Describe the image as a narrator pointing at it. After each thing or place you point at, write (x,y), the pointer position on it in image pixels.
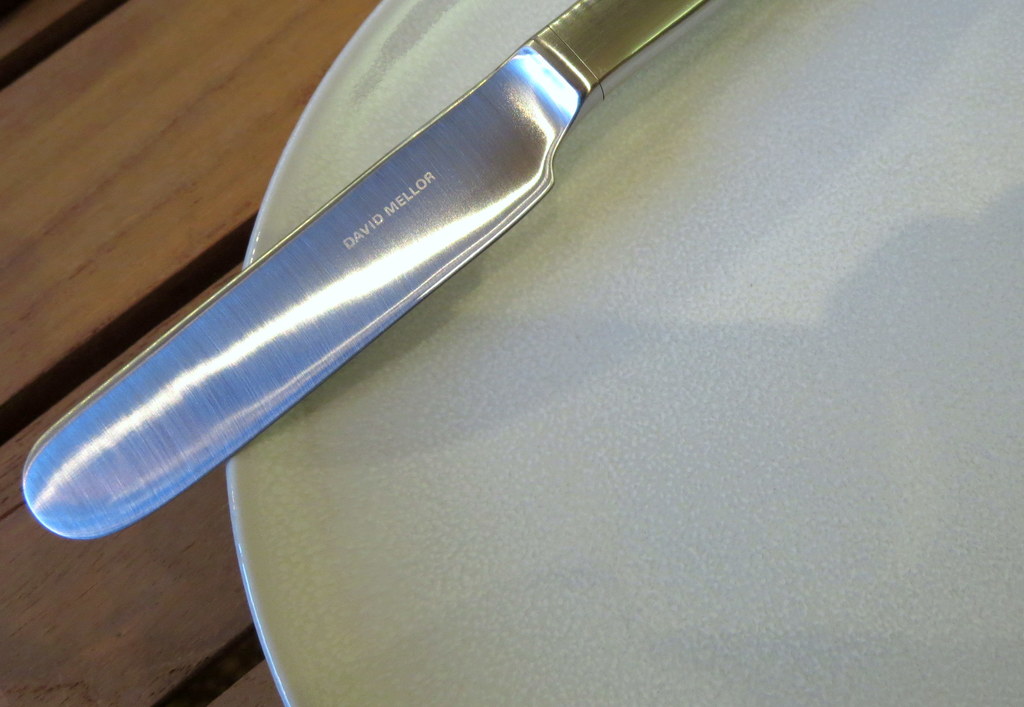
In this image on the right side (888,241) there is a plate (397,353), and there is a butter knife (338,263). At the bottom (54,557) there is a table (88,562).
